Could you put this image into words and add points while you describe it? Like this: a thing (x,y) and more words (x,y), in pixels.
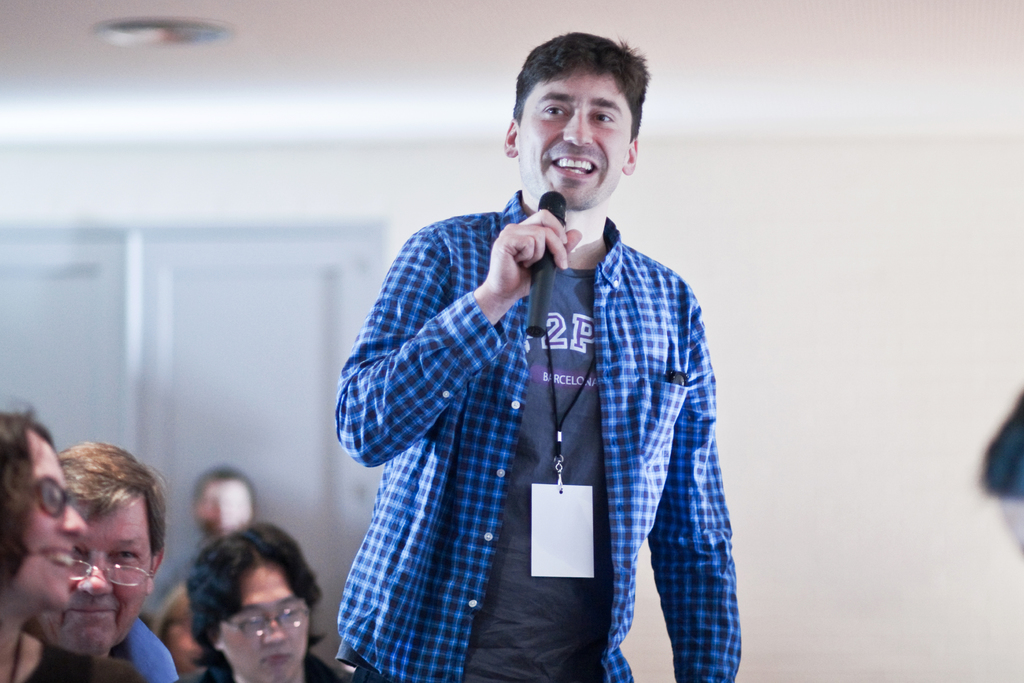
In Front (576,237) portion of a picture we can see a man (557,243) holding a mike (544,269) in his hand (540,223) and talking. He wore id card (571,531). At the left side of the picture (188,552) we can see persons (132,582). This is a wall (745,279) and a door (166,273).
